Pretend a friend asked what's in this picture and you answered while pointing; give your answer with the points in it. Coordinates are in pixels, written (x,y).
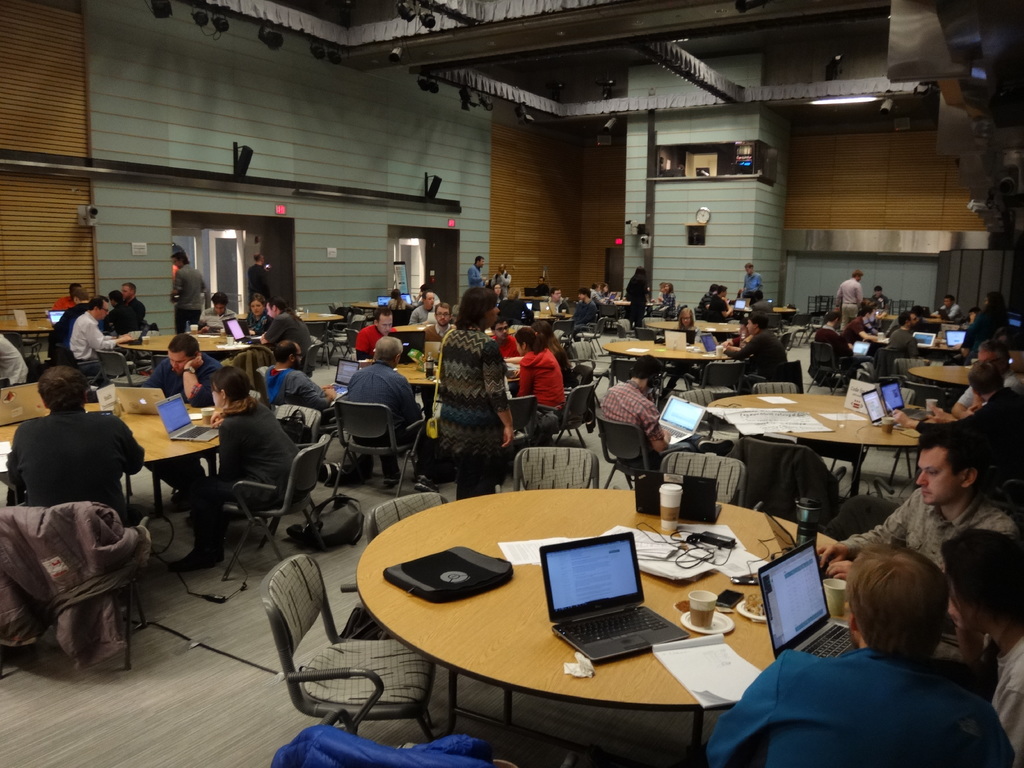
In this image, There are some tables (673,706) which are in yellow color and on that tables (698,581) there are some laptops (566,605) which are in black color, There are some people (944,580) sitting on the chairs (543,485) around the tables (816,434), In the background (26,286) there is a wall (214,161) which green and brown color, In the top (204,24) there are some lights (324,53) which are in black color hanging.
